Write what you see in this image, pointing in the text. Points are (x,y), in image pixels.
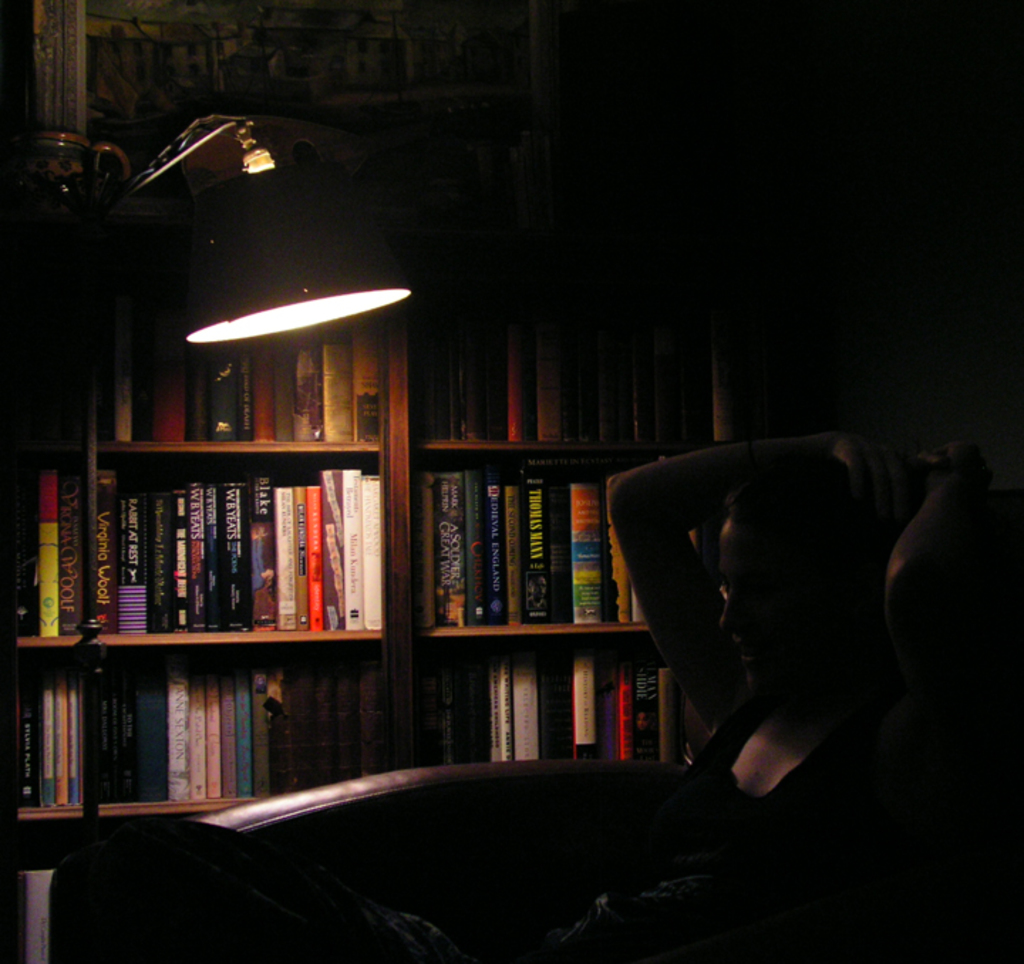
In this picture we can see a person (811,758), lamp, books (671,721) in racks (677,692) and in the background (48,203) it is dark.
